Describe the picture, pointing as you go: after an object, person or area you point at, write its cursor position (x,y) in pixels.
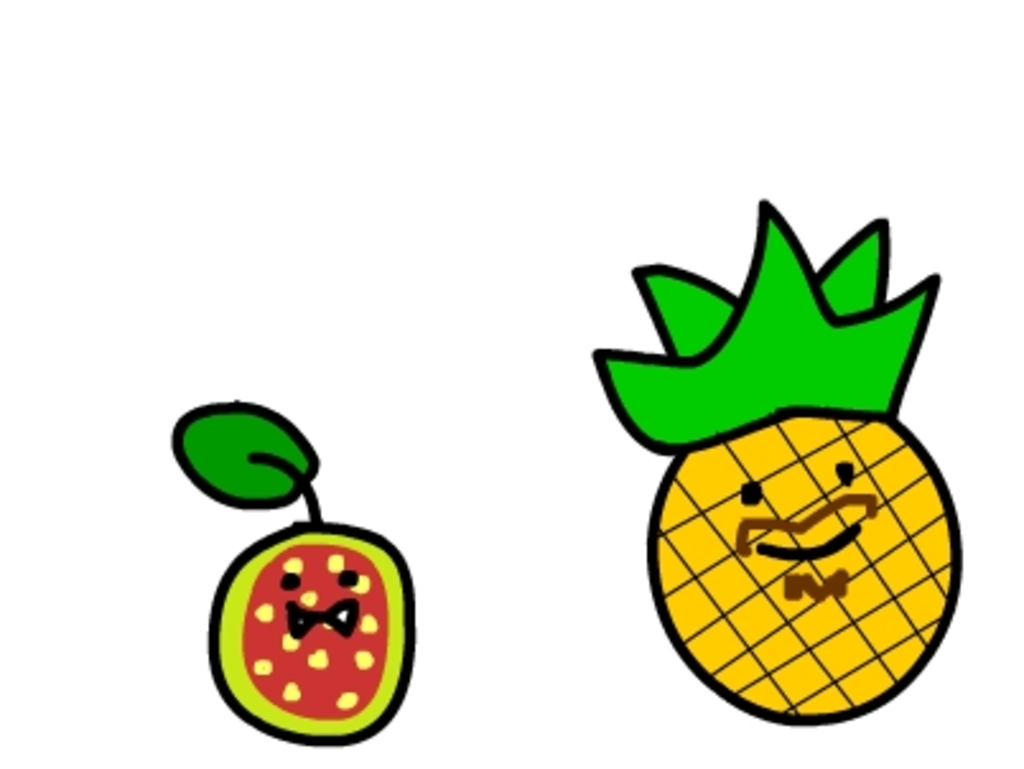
In this image there is a painting (798,462) of two fruits (371,637) having leaves (738,403). Background (995,698) is white in color.
